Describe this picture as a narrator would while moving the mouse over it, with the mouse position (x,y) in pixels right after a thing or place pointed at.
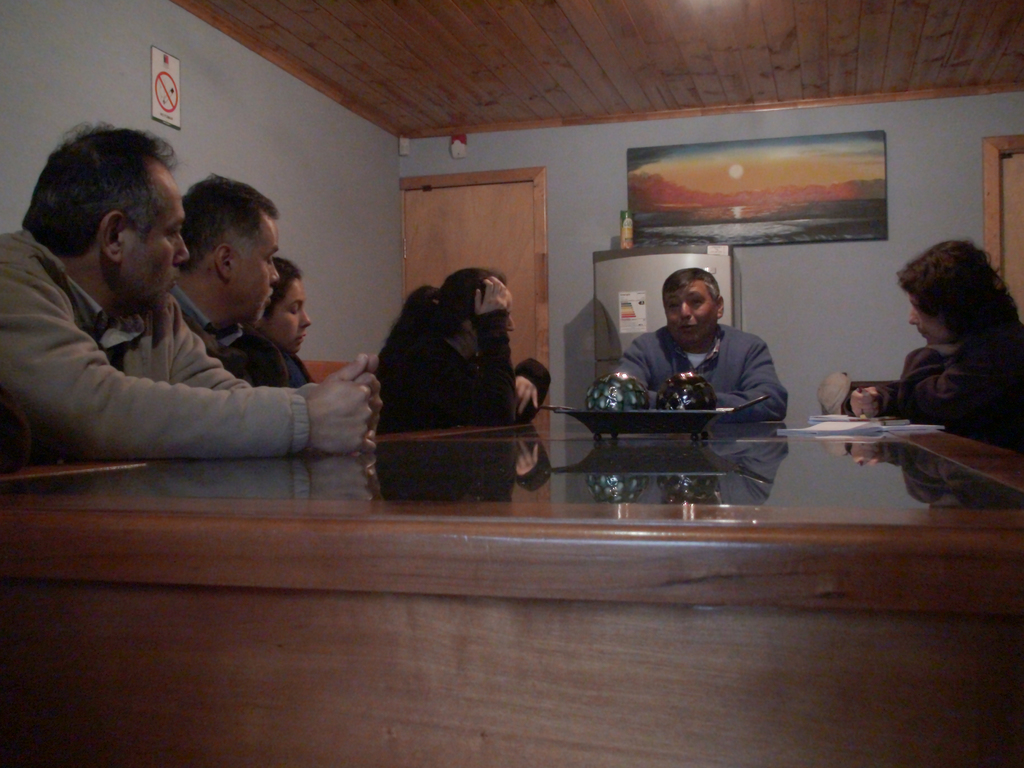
There is a brown color table (516,510), On that table (385,494) there is a object (659,428) which is holding two circular balls (641,407), There are some people (156,404) sitting on the chairs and in the background (824,304) there is a white color wall (800,279), On that wall (830,284) there is a picture (708,162) and there is a fridge (648,287) in silver color and there are two doors (498,226) in brown color.
